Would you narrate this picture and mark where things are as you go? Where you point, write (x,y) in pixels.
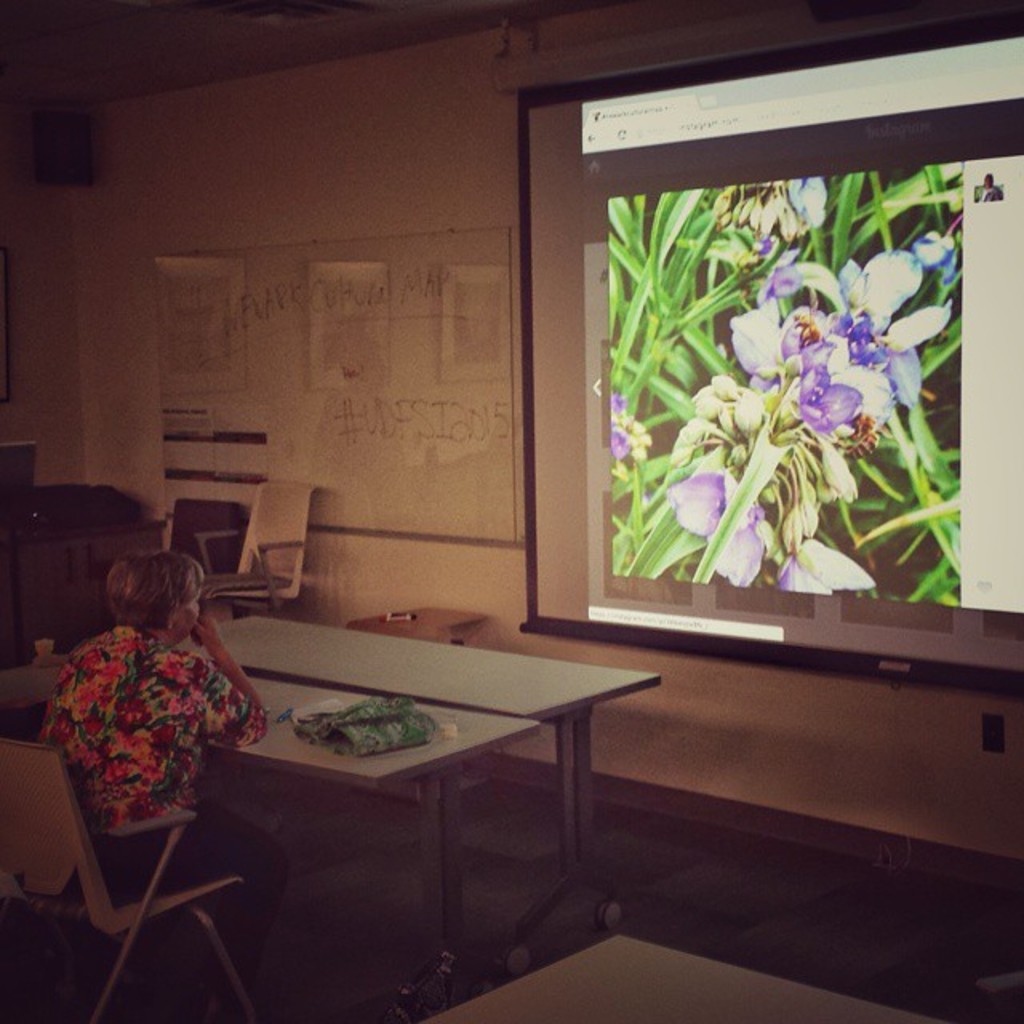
There is a woman (133,796) on the left side (162,796). She is sitting on a chair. There is a table (275,722). There is a cloth (356,715) on a table (298,704). We can see in the background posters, wall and projector (748,360).
